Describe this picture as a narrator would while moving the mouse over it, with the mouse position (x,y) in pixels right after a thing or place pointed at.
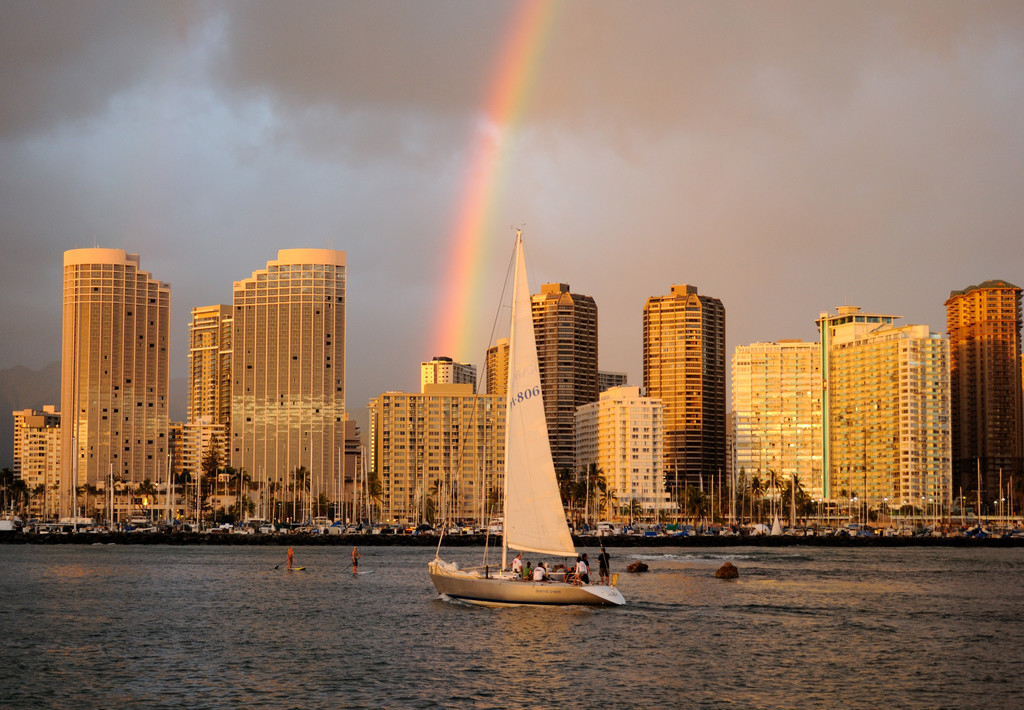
In the image there is a water surface (572,558) and a ship (462,577) is sailing on the water surface (721,592), behind that there are many tall buildings (394,409), trees (175,473), poles (354,491) and some other things (273,527) in the background (201,532).
